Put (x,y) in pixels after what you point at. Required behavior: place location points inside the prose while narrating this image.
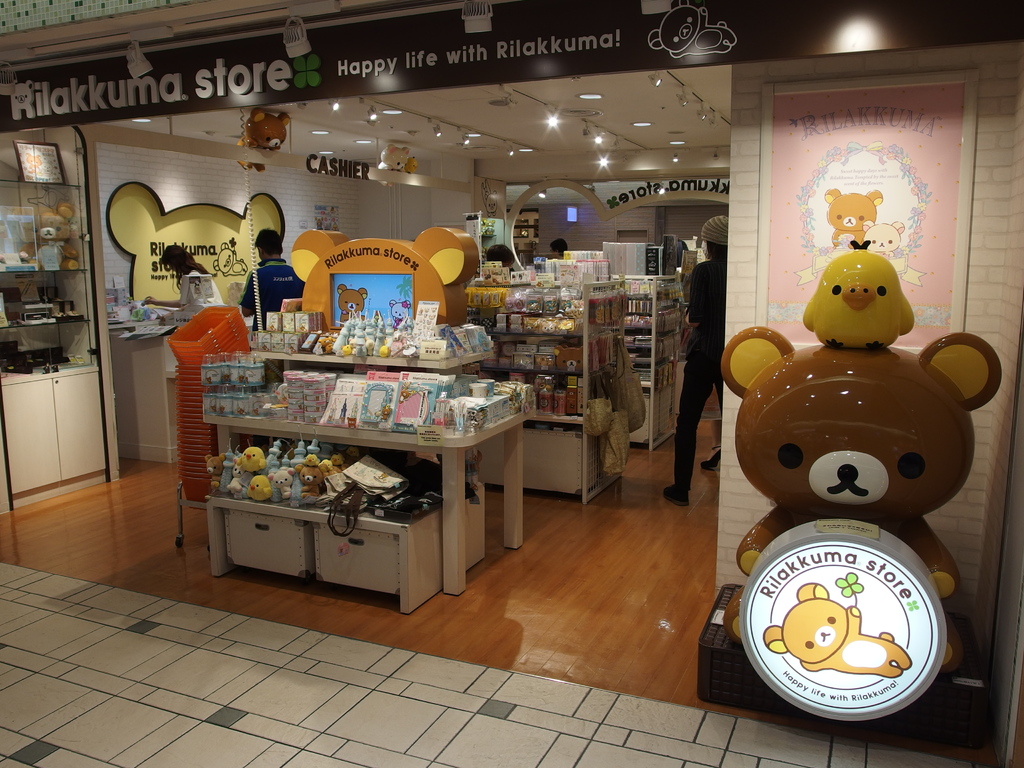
It looks like a store (434,500), there are items (364,479) in this, on the right side (989,391) it is in the shape of a teddy bear (859,513).
